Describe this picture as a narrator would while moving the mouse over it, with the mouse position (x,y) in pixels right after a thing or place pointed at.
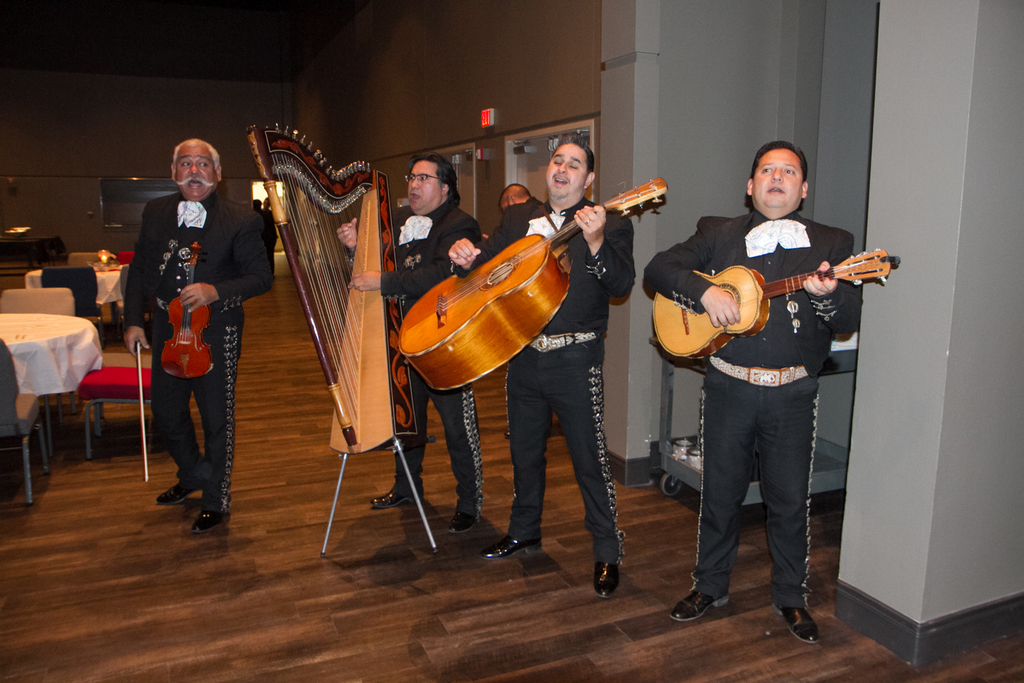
This image is clicked in a room (78,252) where there are five persons (593,349), four of them (793,310) are playing musical instruments (476,314). There are tables (23,317) on the left (14,304) and chairs (94,370) also.
